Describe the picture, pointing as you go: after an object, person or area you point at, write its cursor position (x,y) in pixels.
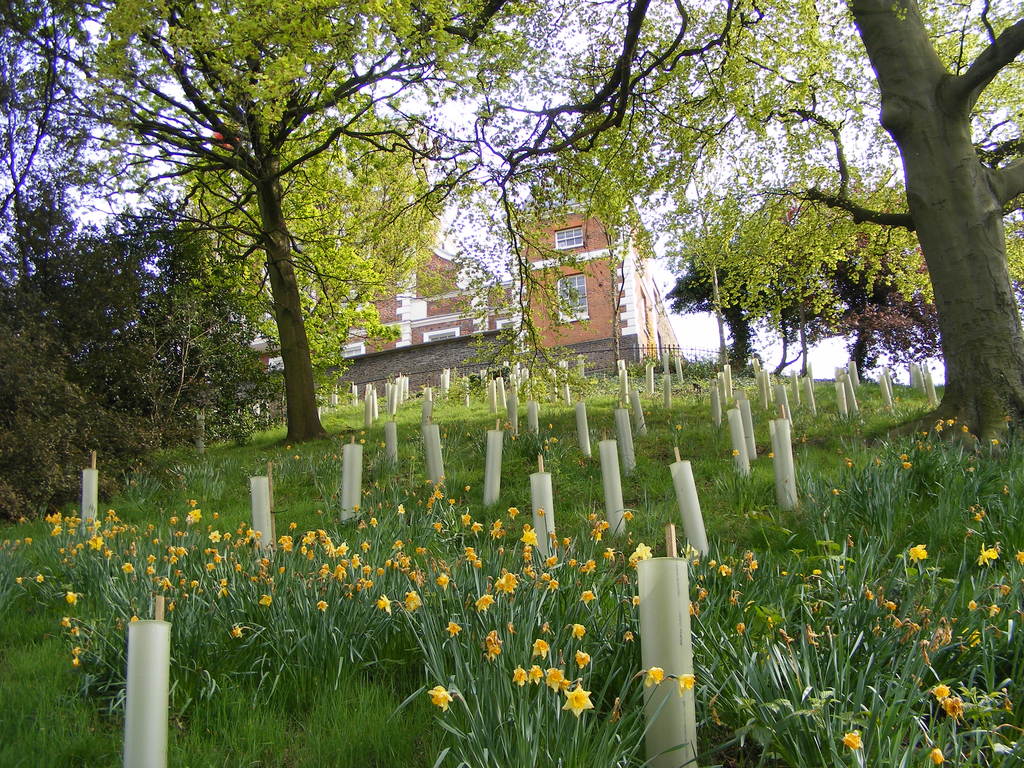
In the image I can see a place where we have a some trees (309,314), plants (14,569) to which there are some flowers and also I can see a house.
